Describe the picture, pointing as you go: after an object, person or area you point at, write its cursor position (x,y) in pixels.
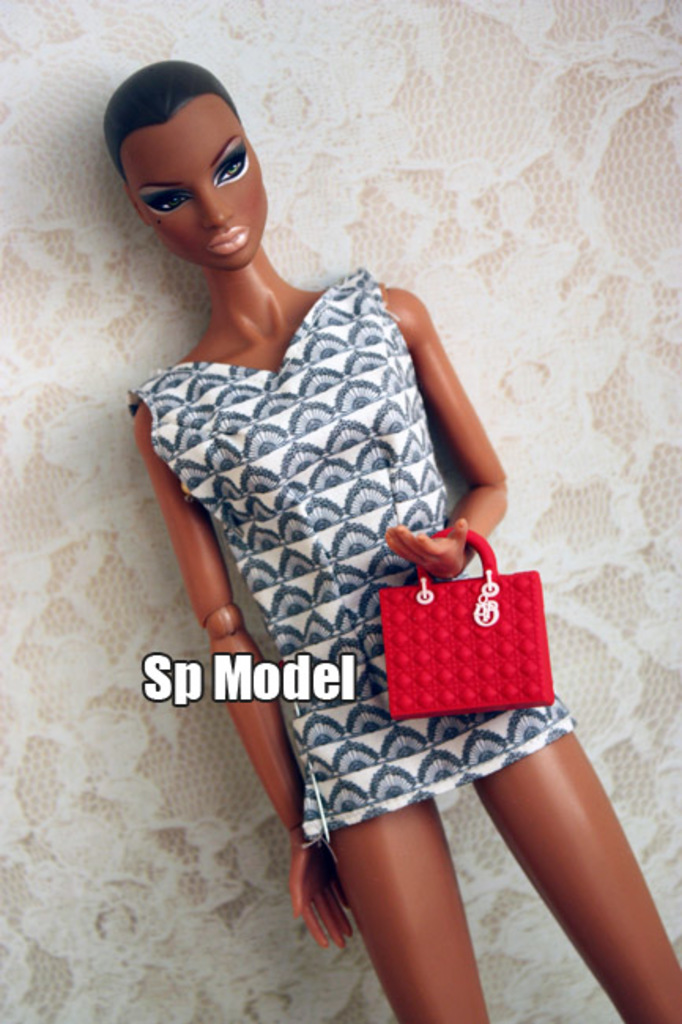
This image consist of a doll (314,802), wearing white and black dress (358,552) and holding a red bag (479,645) in her hand (425,546). In the background (168,275), there is a wall (524,135) on which there is a wall paper (564,303).
